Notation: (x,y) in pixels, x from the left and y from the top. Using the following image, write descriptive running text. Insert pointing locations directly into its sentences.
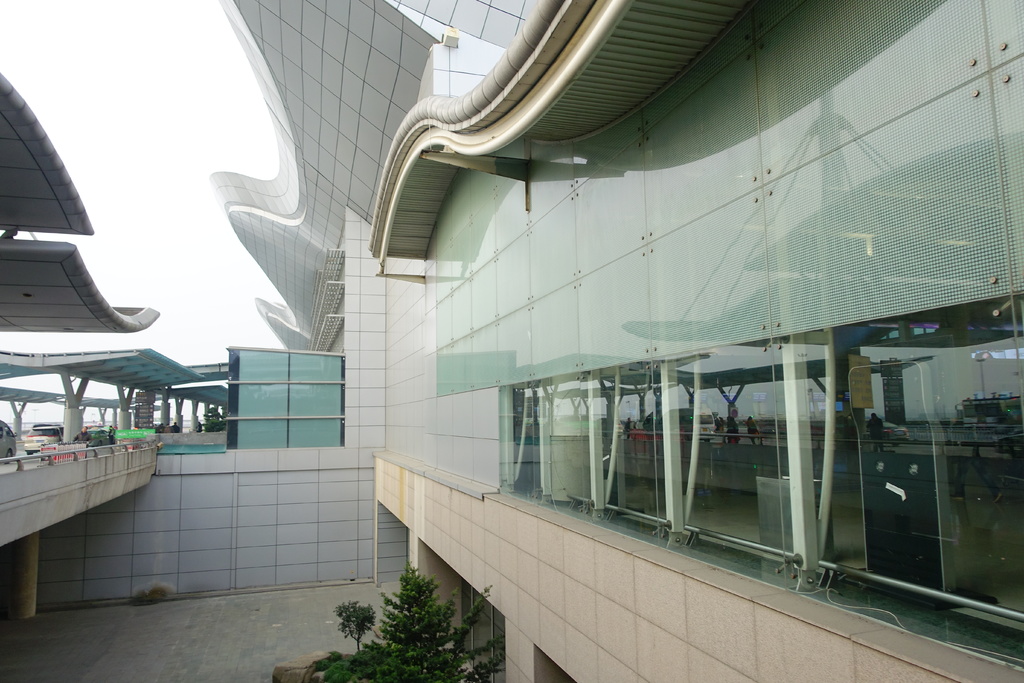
In this picture there is a view of the airport glass building (753,529) with metal frame (745,543). On the left side (29,509) there is a concrete bridge (79,482) and some shed (186,378) on the top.
